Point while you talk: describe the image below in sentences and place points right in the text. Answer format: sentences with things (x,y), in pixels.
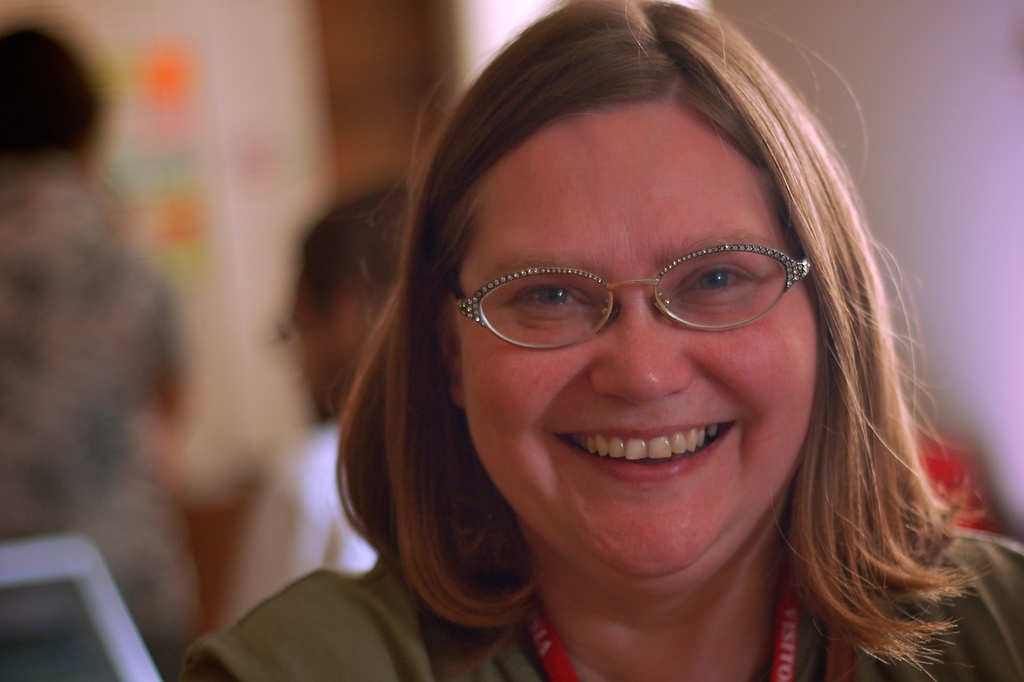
In the picture we can see a woman (987,665) sitting and she is smiling and she is wearing a red color ID card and behind her we can see two people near the wall (729,19) and they are not clearly visible.
